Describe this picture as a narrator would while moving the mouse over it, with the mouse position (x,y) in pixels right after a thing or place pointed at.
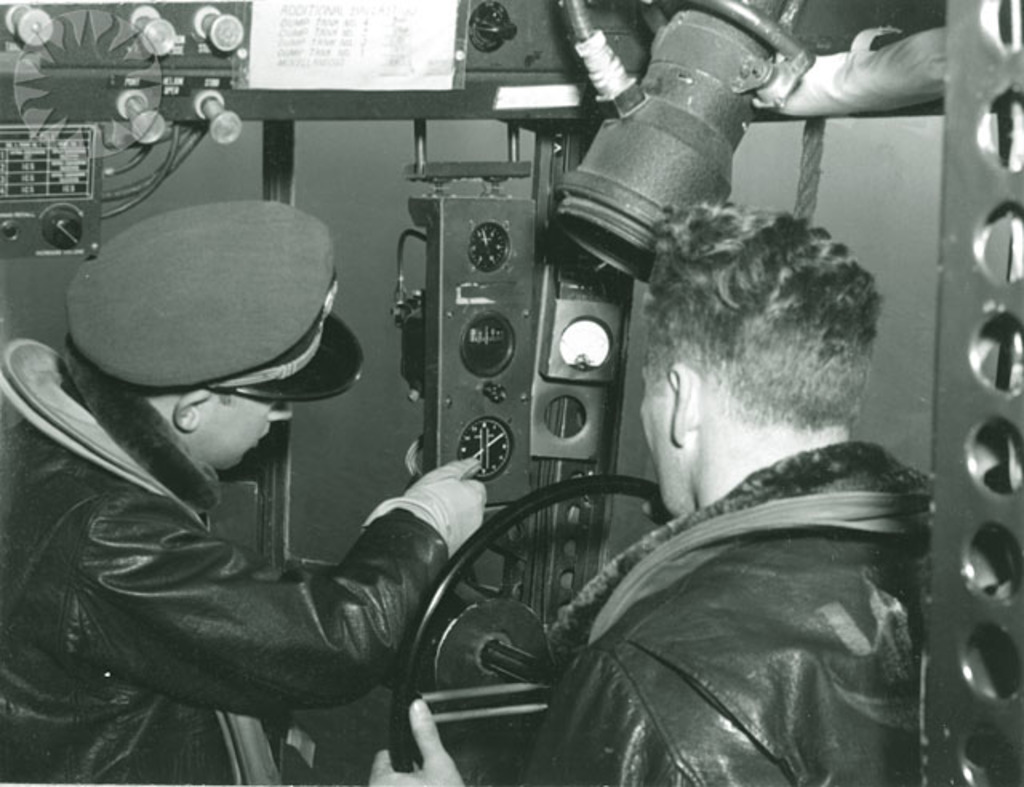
In this image we can see some people (838,660) standing. one person (753,519) is holding a steering wheel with his hands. In the center of the image (600,330) we can see some dials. To the right side of the image (962,781) we can see a mesh (978,673). In the background (409,28), we can see a paper (435,65) with some text (395,18), some buttons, rope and a device (705,87) with pipes (752,10).
